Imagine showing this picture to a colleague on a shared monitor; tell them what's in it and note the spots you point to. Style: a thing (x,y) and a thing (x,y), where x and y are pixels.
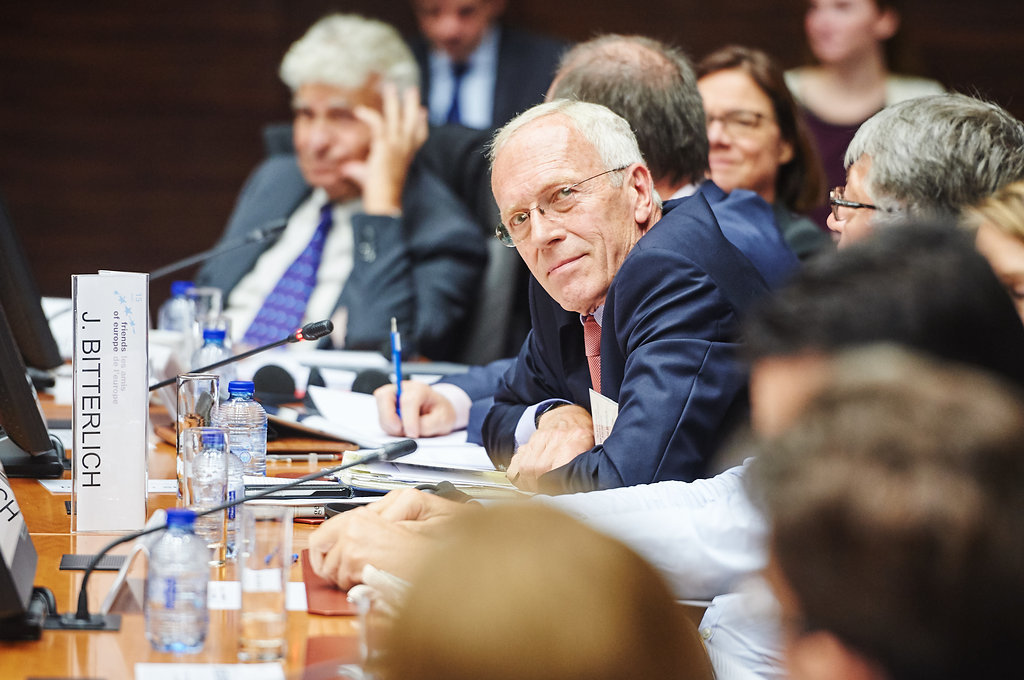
In the image I can see people (689,327) sitting in front of table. On the table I can see microphones (275,492), bottles (196,579) and some other objects (257,587). The background of the image (214,124) is blurred.
